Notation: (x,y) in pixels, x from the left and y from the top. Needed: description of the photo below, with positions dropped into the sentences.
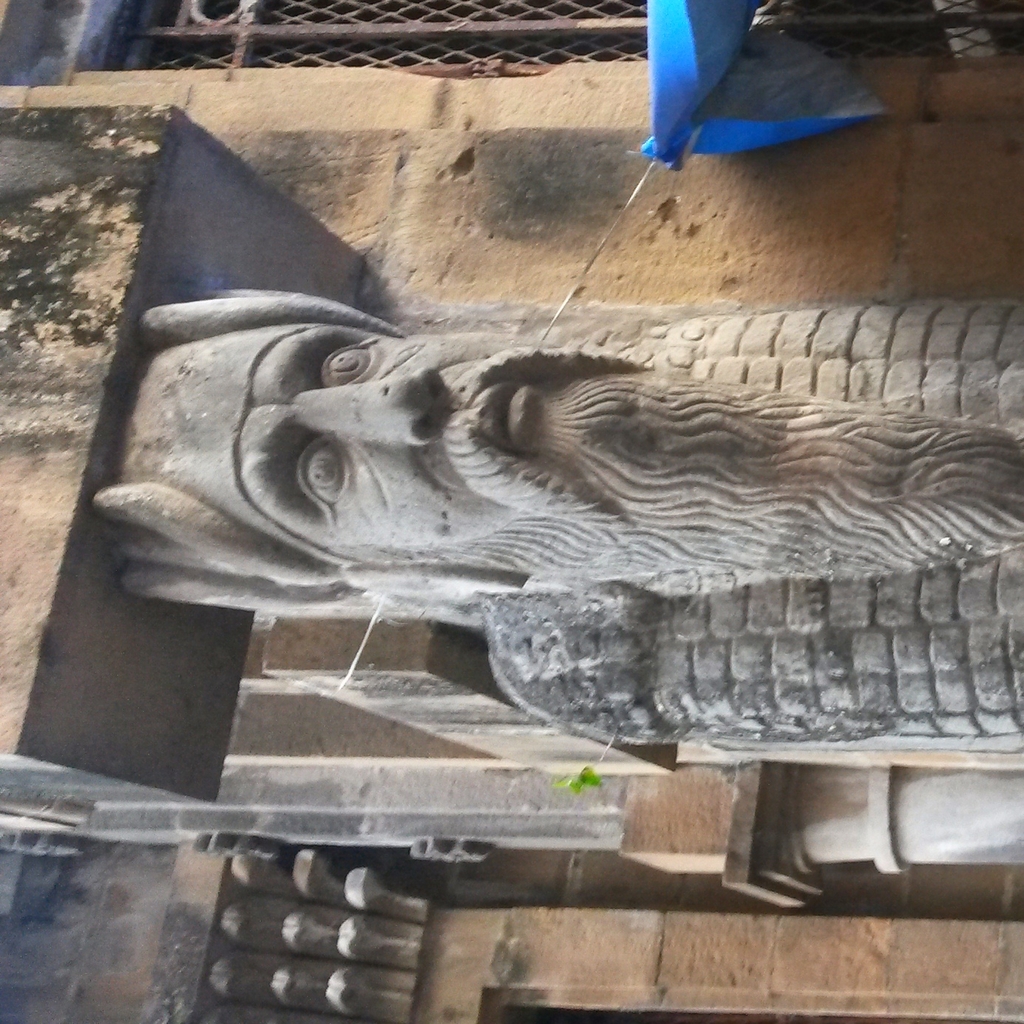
In the center of the image (574,613) there is a statue (648,478). Behind the statue (278,307) there is a building (421,776). On the right side of the image (806,141) there is a cover (708,115) tied to the wire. There is a metal fence (447,55).
